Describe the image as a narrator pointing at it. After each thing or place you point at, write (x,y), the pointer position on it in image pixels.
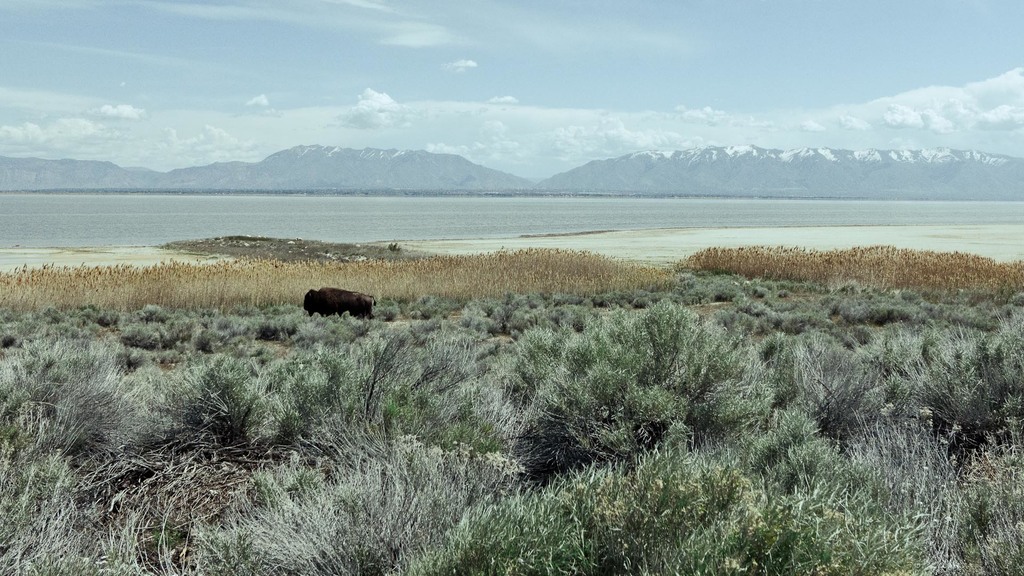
In this image there are so many plants (503,382) at the bottom (477,452). In between the plants (350,319) there is an animal (352,306). In the middle (396,223) it looks like a sea (637,219). In the background (424,167) there are mountains (843,151). At the top (478,147) there is the sky (402,35).
